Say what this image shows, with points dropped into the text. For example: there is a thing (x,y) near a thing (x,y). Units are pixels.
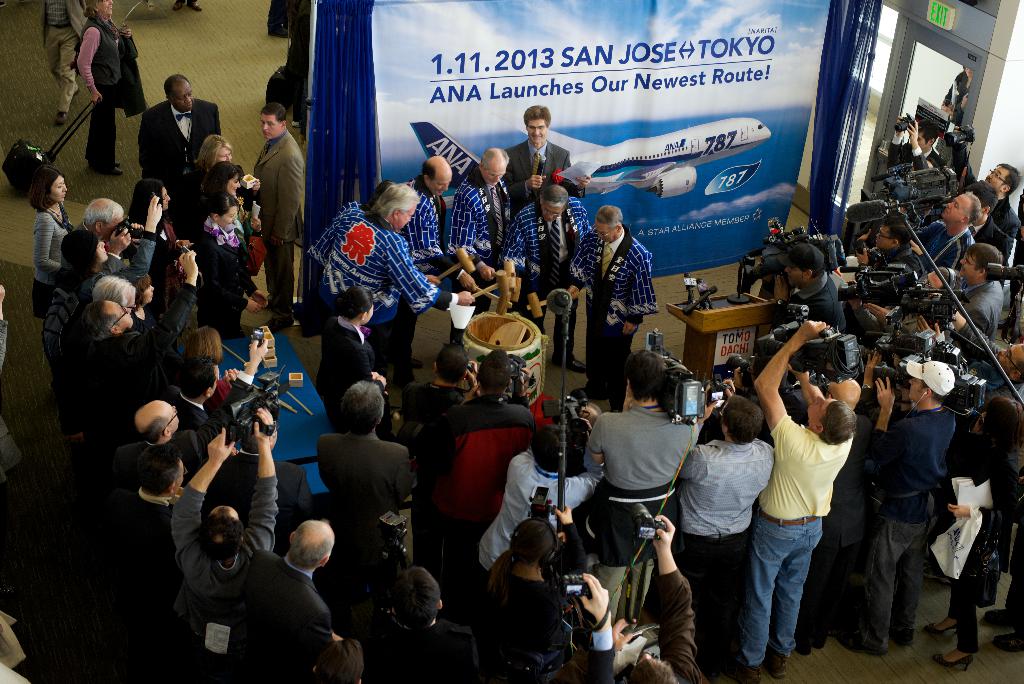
In this image there are many people (467,238) standing. In between them there are tables (316,400), podium (713,332) and microphones (557,300). There are many people (449,392) holding cameras (922,315) in their hands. In the background (508,60) there is a banner (667,121). There is a picture (685,157) of an airplane (676,165) and text (642,61) on the banner (554,63). In the top right (876,60) there are glass doors (932,71) to the wall (1001,79). In the top left (101,65) there is a woman (99,119) holding a trolley bag (56,150) in her hand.
